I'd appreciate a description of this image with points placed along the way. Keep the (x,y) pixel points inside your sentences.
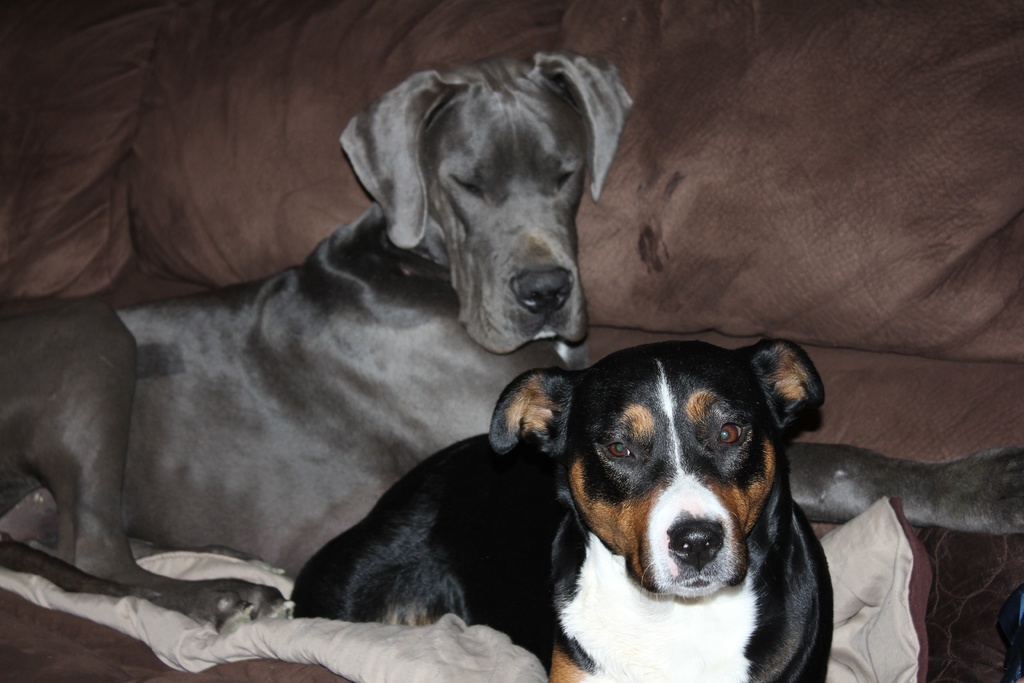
In this image there are two dogs (474,441) sitting on a sofa (228,668).
